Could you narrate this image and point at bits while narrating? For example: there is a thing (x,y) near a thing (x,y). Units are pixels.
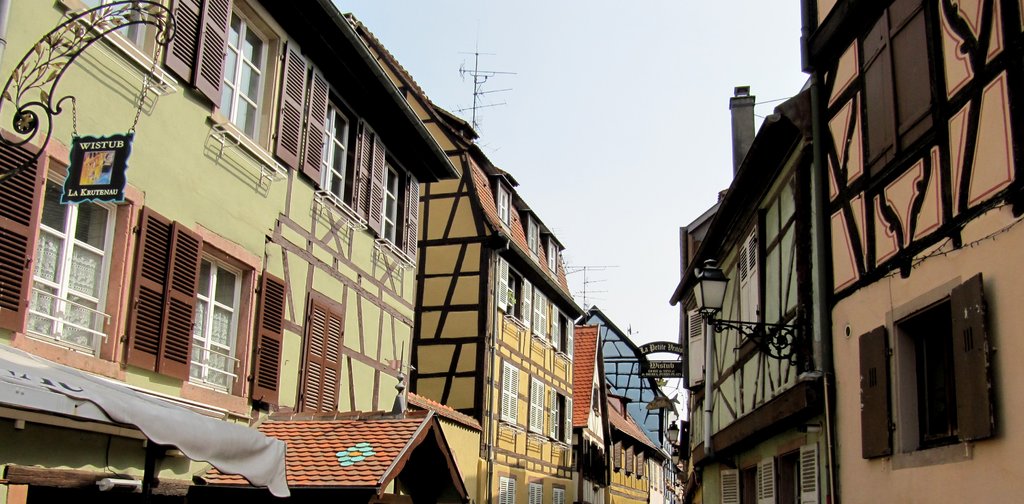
In this picture we can see many buildings (696,386). On the top left corner (25,117) there is a sign board (76,162) which is hanging from this rod (53,67). Here we can see windows (232,312). On the right (703,285) there is a street light (712,274). On the top (465,110) there is a tower (490,96) or antenna (474,80). Here it's a sky (658,97).
